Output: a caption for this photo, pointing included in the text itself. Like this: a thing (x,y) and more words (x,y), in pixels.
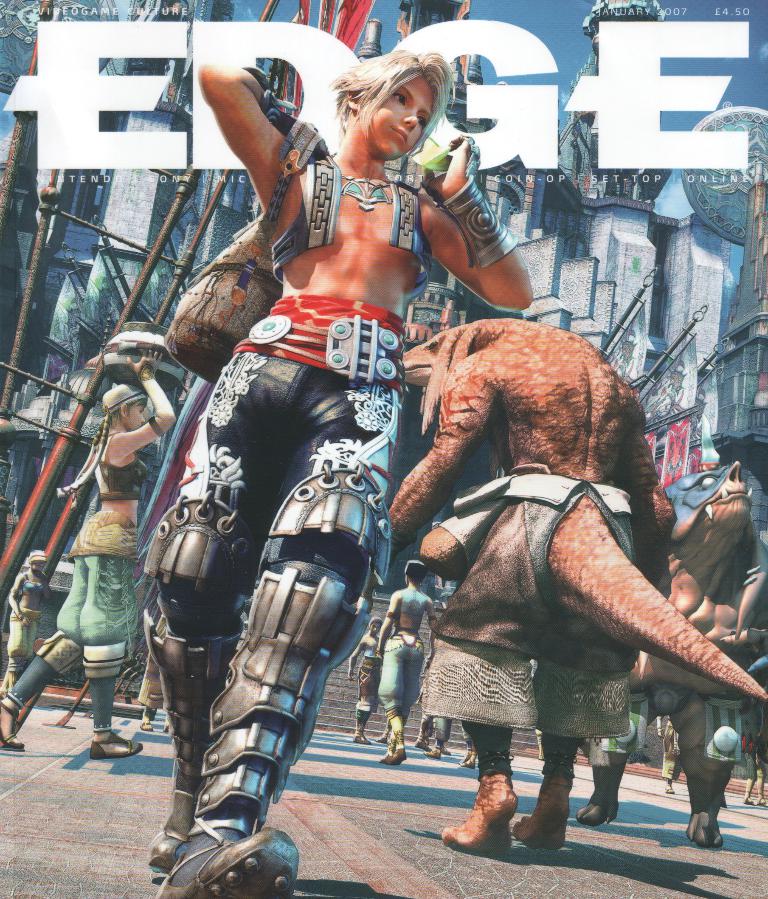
In this image I can see the animated picture in which I can see a person (336,419) wearing black, white and grey colored dress (267,418) is standing. In the background (409,514) I can see few monsters (559,593), few persons (361,719), few stairs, few buildings (587,263) and the sky (573,70).
